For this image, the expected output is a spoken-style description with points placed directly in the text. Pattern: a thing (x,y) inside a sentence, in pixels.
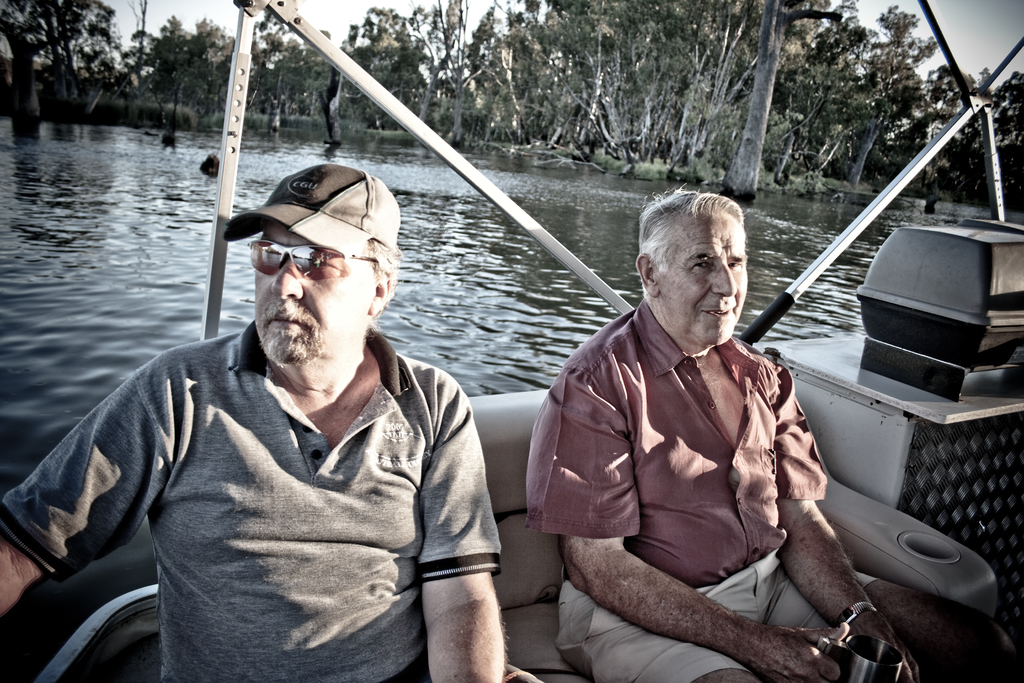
In this image I can see two men (317,493) are sitting on a couch (511,542). It is an inside view of a boat (858,473). On the right side (957,443) there is a table (836,350) on which few objects (948,370) are placed. In the background (111,293), I can see the water (92,298) and many trees (588,76). The man (310,301) who is on the left side (280,507) is wearing a t-shirt (344,455), cap (367,222) on the head (285,255) and looking at the left side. The other man (646,469) is wearing a shirt (601,477), short (602,638), holding a glass (864,670) in the hand (822,670) and smiling.
